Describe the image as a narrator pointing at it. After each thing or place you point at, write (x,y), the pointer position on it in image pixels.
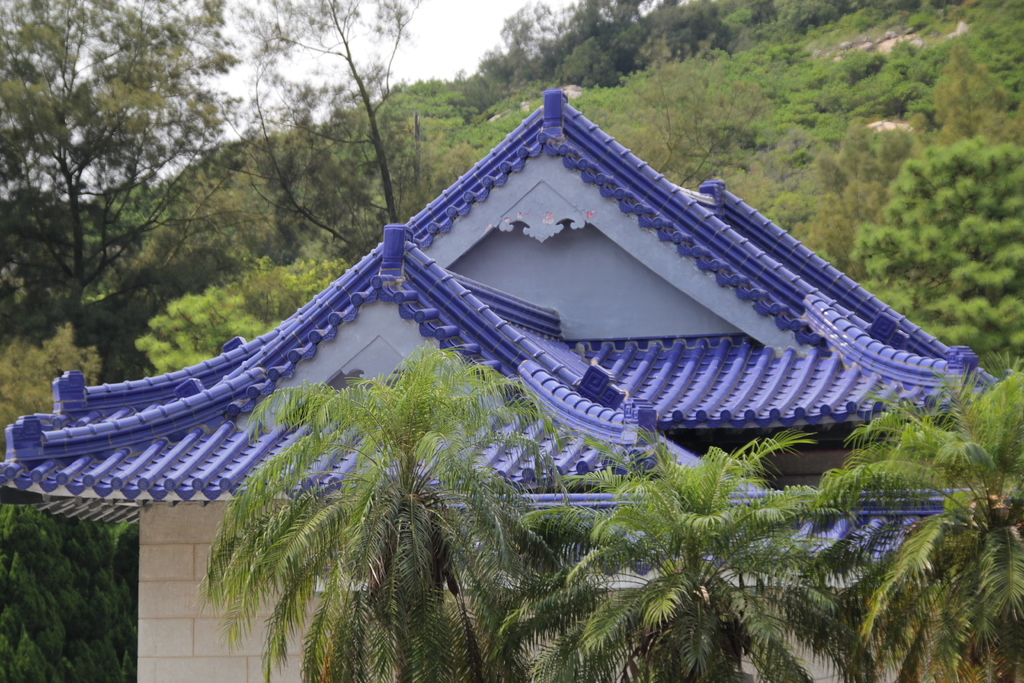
In the foreground of this image (972,577), there are three trees (415,580) and behind it there is a house (505,249). In the background (610,18), there are trees (487,136) and the sky (426,38).
